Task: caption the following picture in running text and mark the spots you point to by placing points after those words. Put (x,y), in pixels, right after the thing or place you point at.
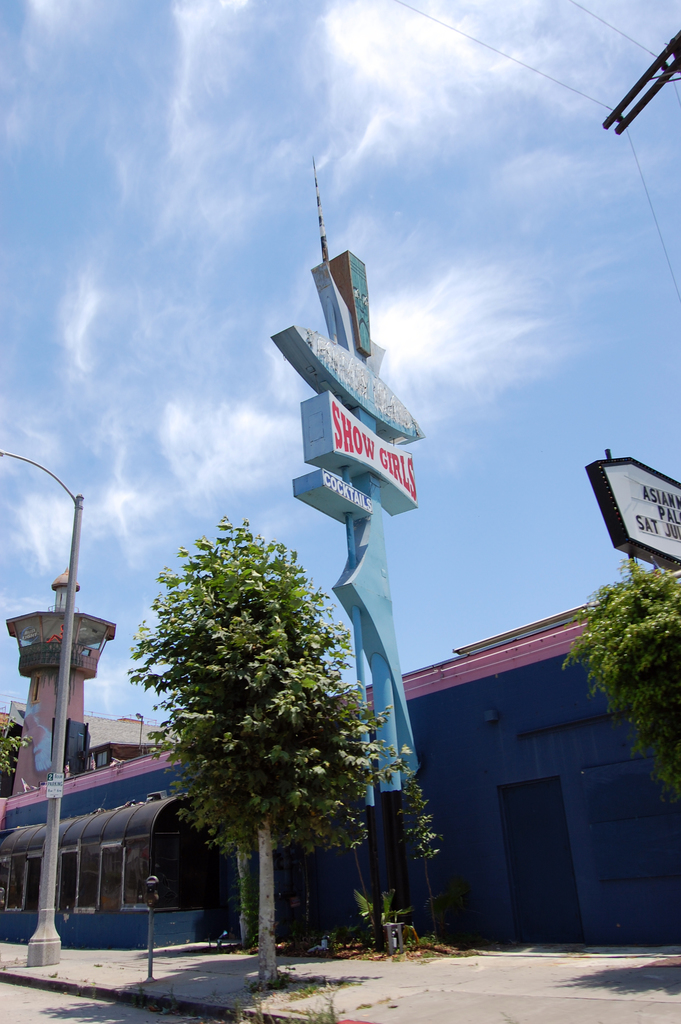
In this image in the center (344,576) there are some buildings (445,777), boards (330,381), poles (376,637), plants (680,726). At the bottom (187,967) there is pavement (531,967), and at the top (303,237) there is sky (441,174) and in the top right hand corner (612,122) there is a pole (622,103) and some wires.
